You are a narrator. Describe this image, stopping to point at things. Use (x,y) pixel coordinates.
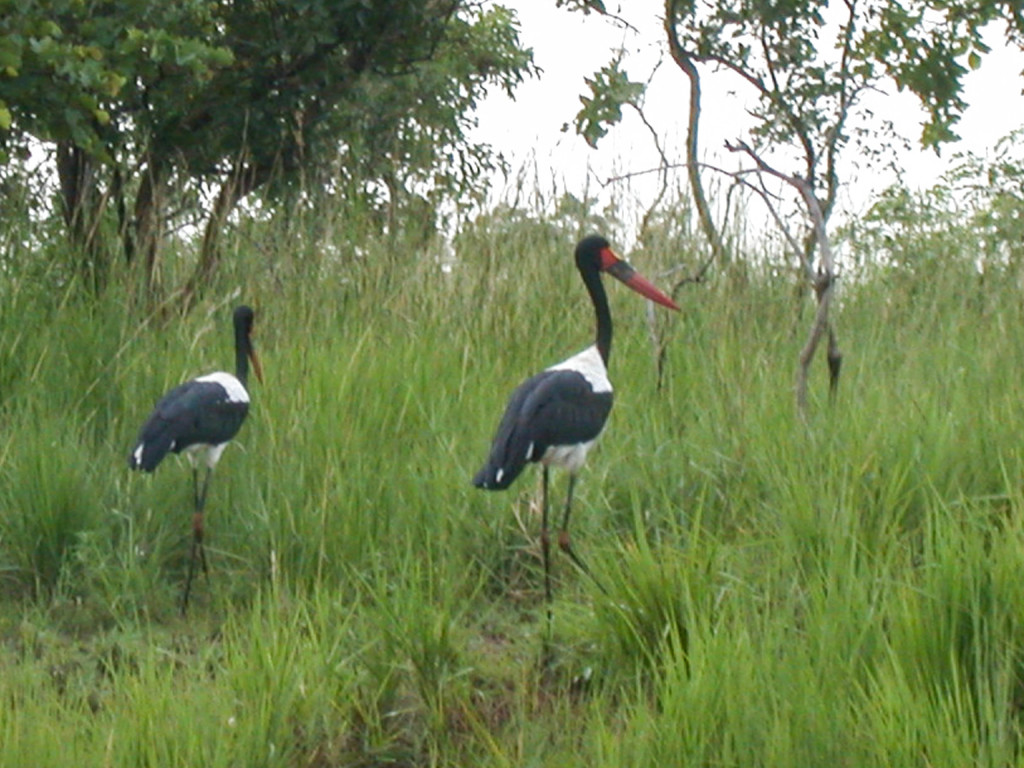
This image consists of two storks (198,430) walking on the ground (442,507). They are in black color. At the bottom (219,545), we can see the green grass (518,367). In the background (513,101), there are trees (462,106). They are in green color. At the top (625,60), there is sky (603,54).
